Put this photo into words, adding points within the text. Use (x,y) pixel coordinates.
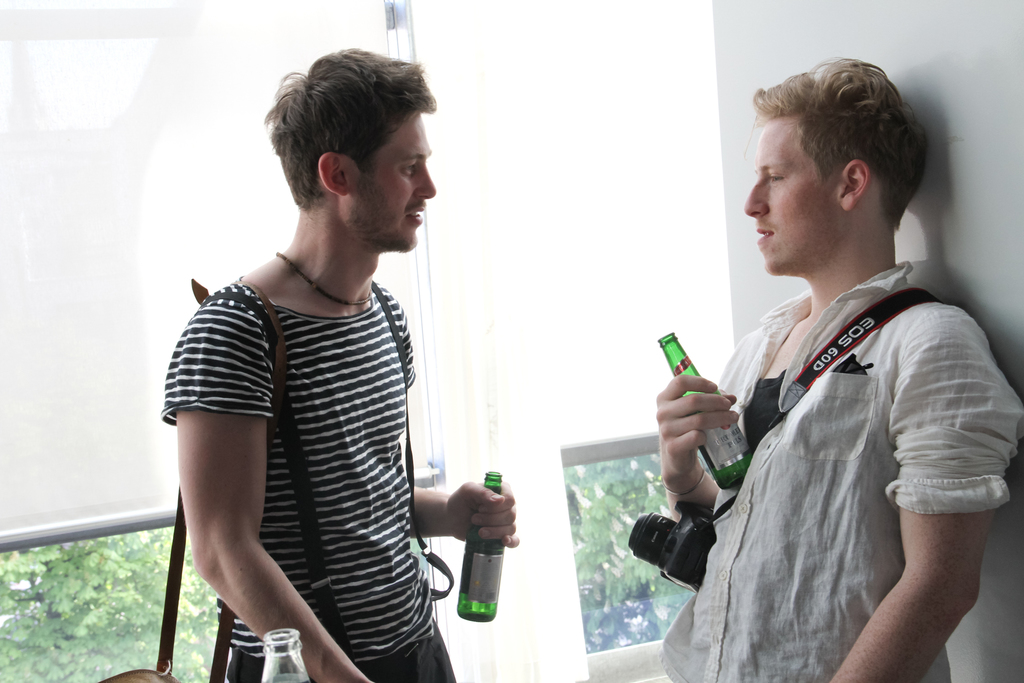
In this image, There are two boys (235,660) standing and holding the bottles (496,550) which are in green color, In the right side (787,582) there is a boy (794,523) carrying a camera (684,550) which is in black color, In the left side (169,671) there is a boy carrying a bag (171,662) which is in brown color, In the background (452,421) there is a white color curtain (143,49), There are some green color trees (127,542).
